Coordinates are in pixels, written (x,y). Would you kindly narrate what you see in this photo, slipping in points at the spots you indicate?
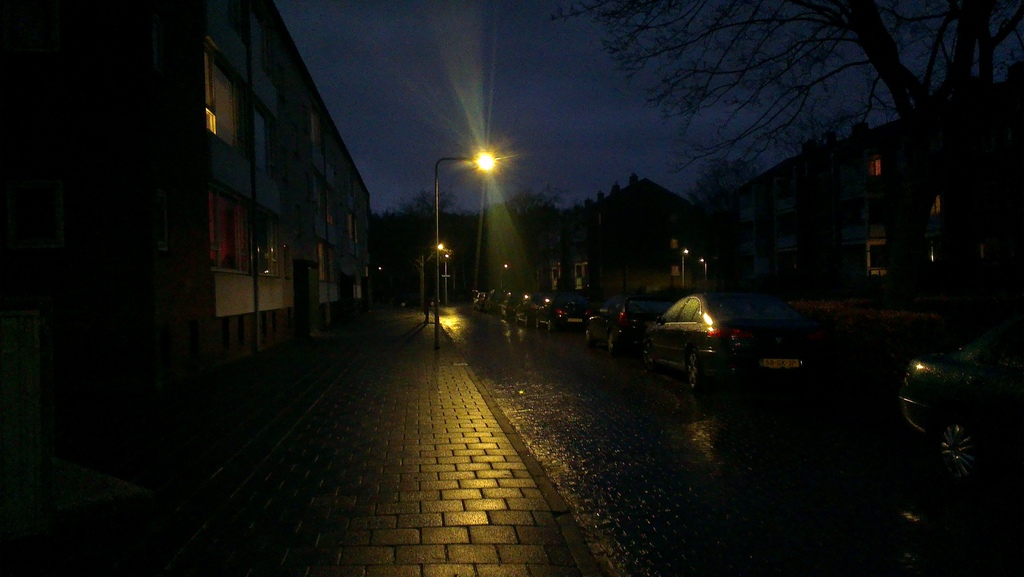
In this picture I can see many cars (602,307) on the roads (732,419). Beside that I can see the street lights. In the background (632,271) I can see the trees (403,206) and buildings (129,259). At the top (490,7) there is a sky (473,7).
